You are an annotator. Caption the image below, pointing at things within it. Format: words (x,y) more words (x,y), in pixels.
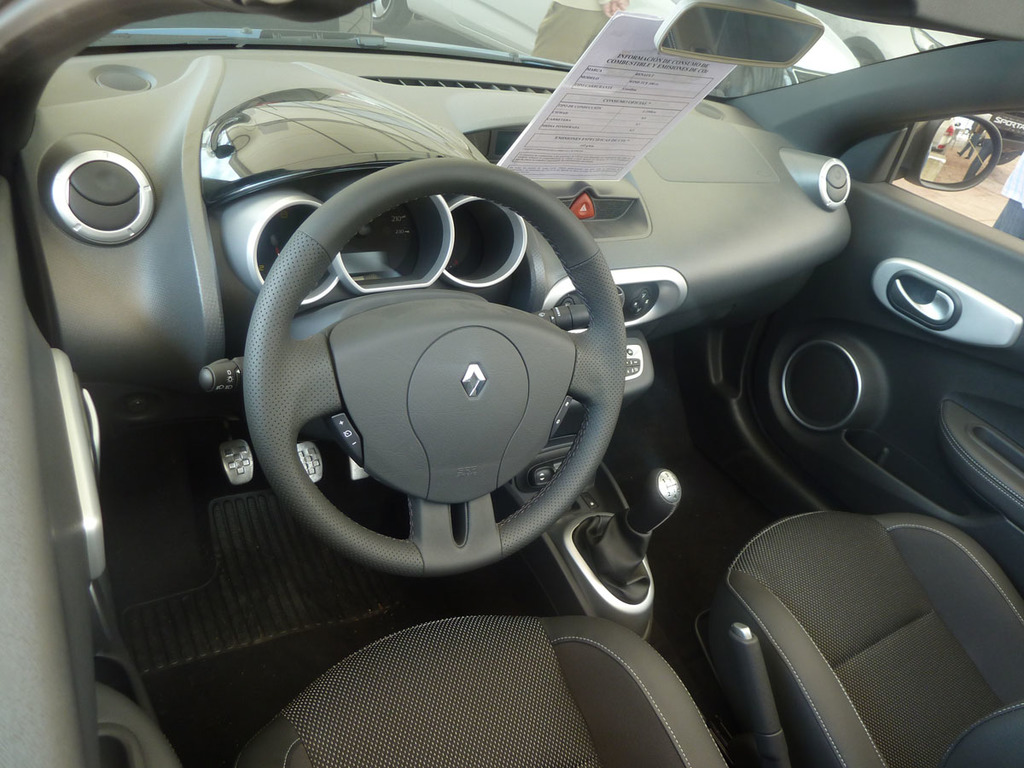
This image is taken from inside the car (252,373). In this image there are seats (856,579), steering (584,479), gear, door (887,350), window (989,204), front mirror (733,45), through the mirror (536,48), we can see there are a few people (773,76) and a few vehicles (926,32).
